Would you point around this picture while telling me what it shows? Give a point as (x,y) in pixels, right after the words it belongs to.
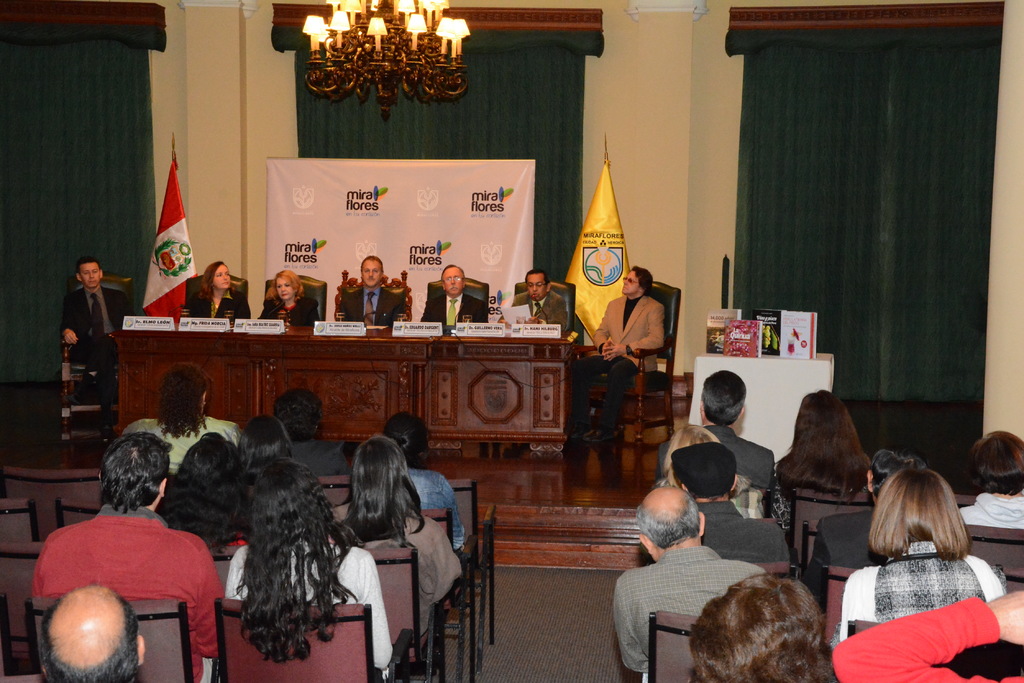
In this picture we can see some persons (954,605) sitting on the chairs (554,281). And this is the table (466,368). Here we can see a ceiling light (379,53). On the background (119,90) there is a green color curtain (898,226). This is the wall (626,236), and these are the flags (166,243).
